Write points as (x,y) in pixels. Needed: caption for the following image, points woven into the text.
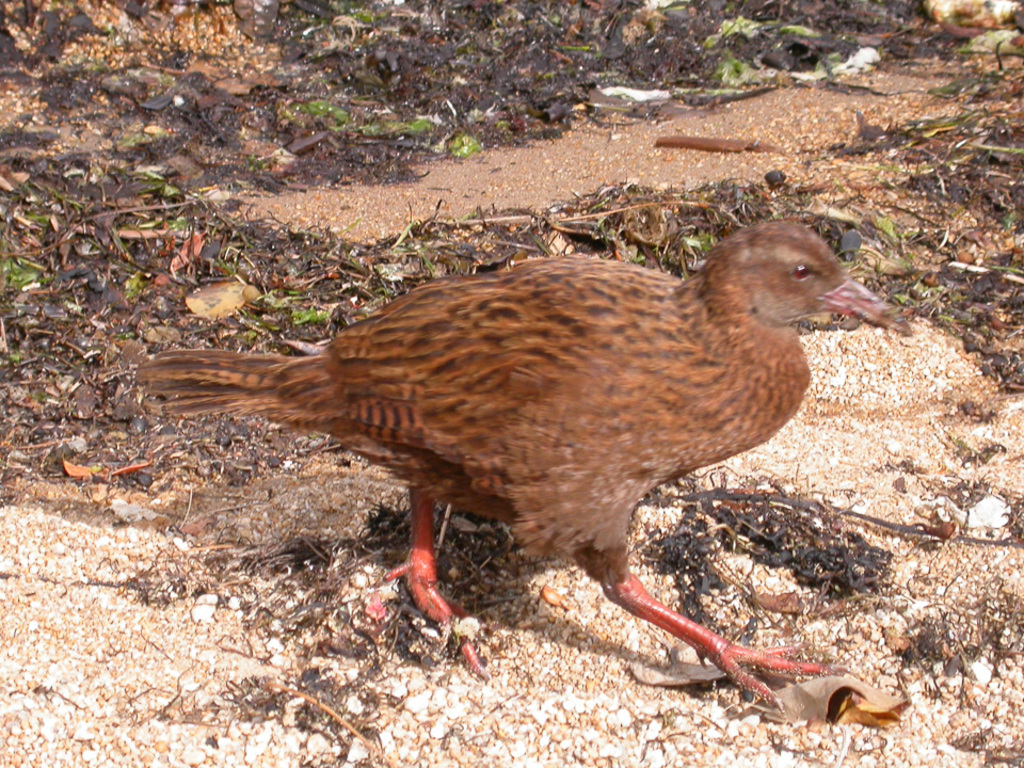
In this image I can see a bird (551,338) which is brown, red and black in color is on the ground (551,578). I can see few leaves (316,258) on the ground (256,234) which are brown, black and green in color.
